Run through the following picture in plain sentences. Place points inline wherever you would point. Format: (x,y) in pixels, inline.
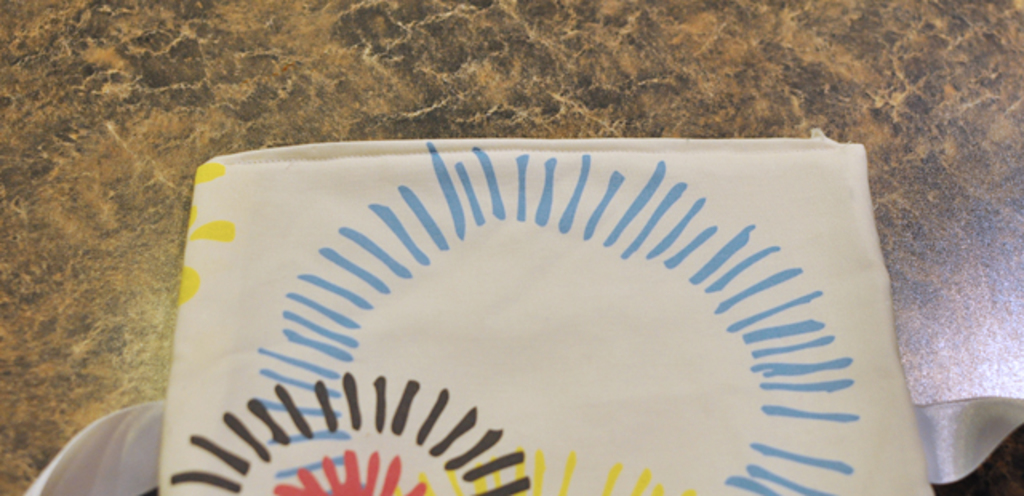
In this image we can see cloth (347,185) on the floor (93,221).
